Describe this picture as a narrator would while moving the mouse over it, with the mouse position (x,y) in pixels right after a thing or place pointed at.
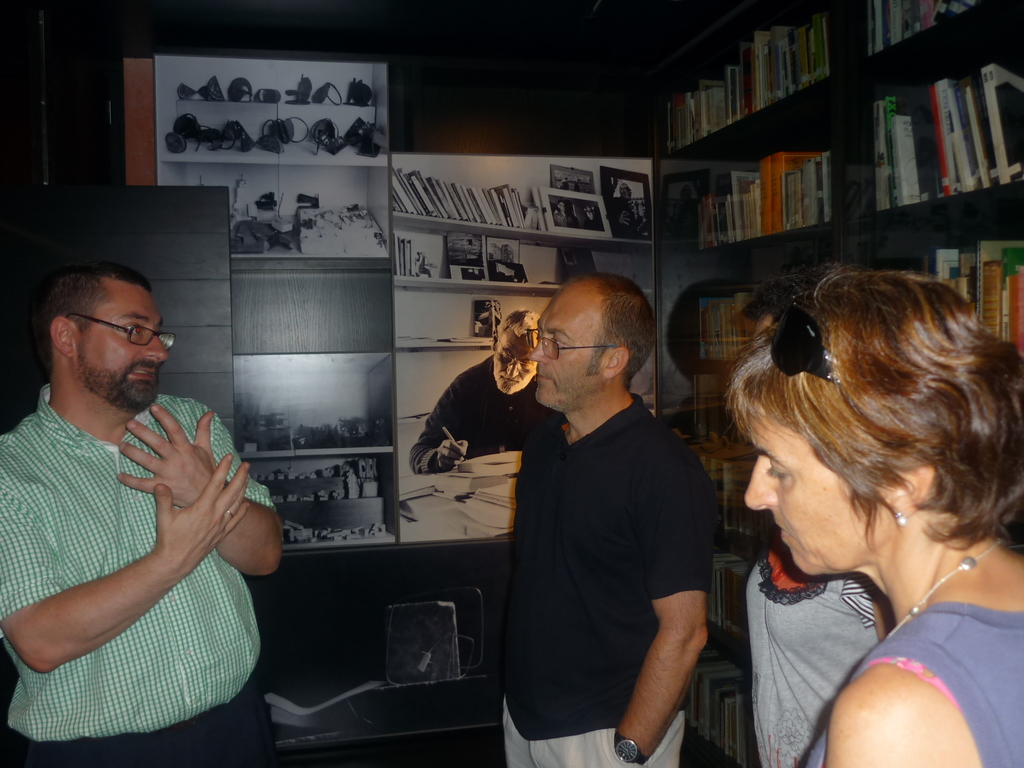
In this image I can see a person (148,422) wearing green and white shirt (97,497) and another person (599,482) wearing black t shirt (610,516) and white pant (531,755) are standing. To the right side of the image (1008,663) I can see few other persons (938,517) standing. In the background (789,175) I can see a book shelf (855,206) with few books (910,155) in it, few photographs (598,176) attached to the wall (425,144) and the black colored surface (208,221).
